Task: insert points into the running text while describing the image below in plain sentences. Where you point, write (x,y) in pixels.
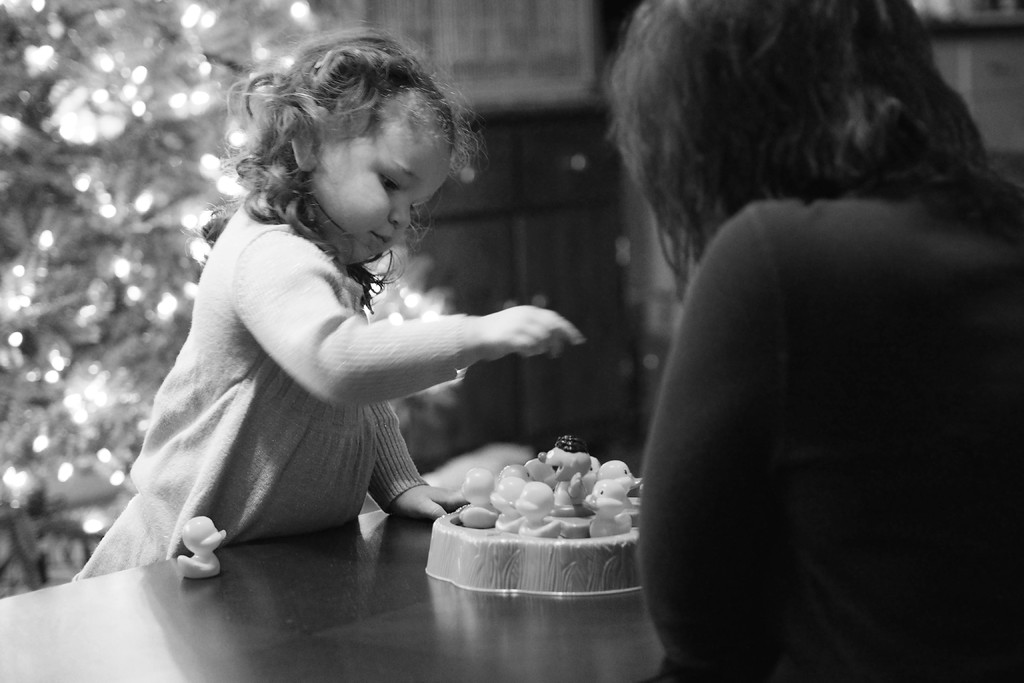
This image is a black and white image. This image is taken indoors. In this image the background (470,42) is a little blurred. At the bottom of the image (216,624) there is a table (333,618) with a few toys (470,525) on it. On the right side of the image (842,429) there is a person (774,98). In the middle of the image (360,338) a kid (182,484) is standing.
